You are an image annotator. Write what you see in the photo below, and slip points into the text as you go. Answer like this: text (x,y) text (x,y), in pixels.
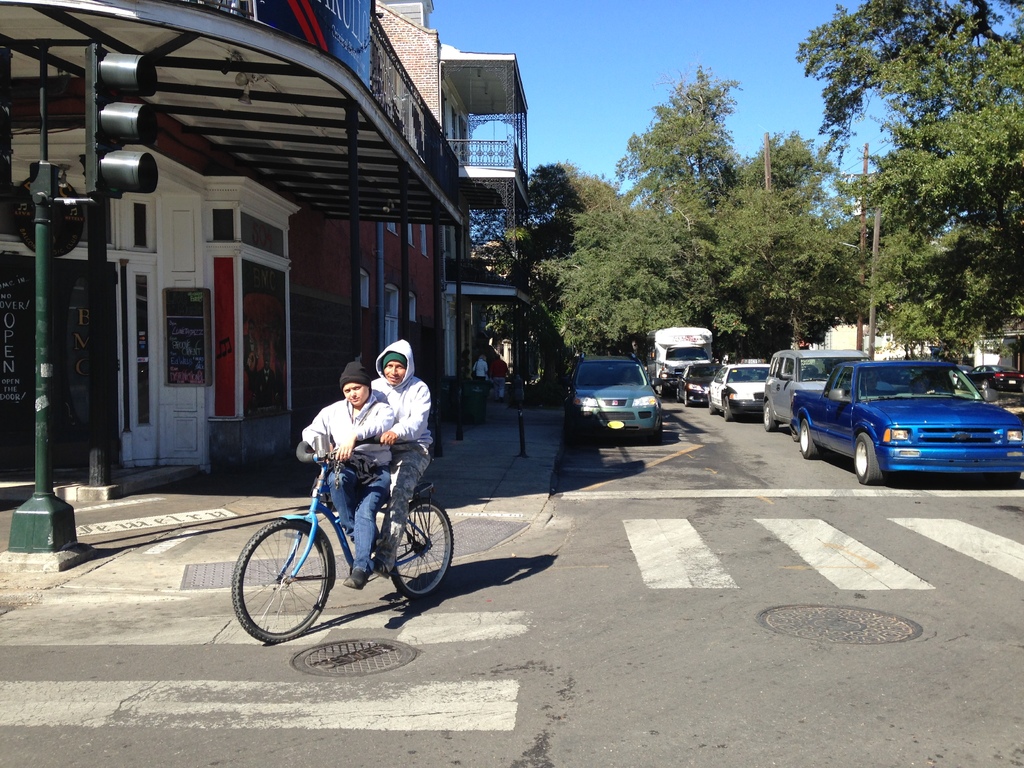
Here we see a building (105,304) and trees (763,291) and few parked cars (730,399) and two people (335,438) moving on a bicycle (240,606).
